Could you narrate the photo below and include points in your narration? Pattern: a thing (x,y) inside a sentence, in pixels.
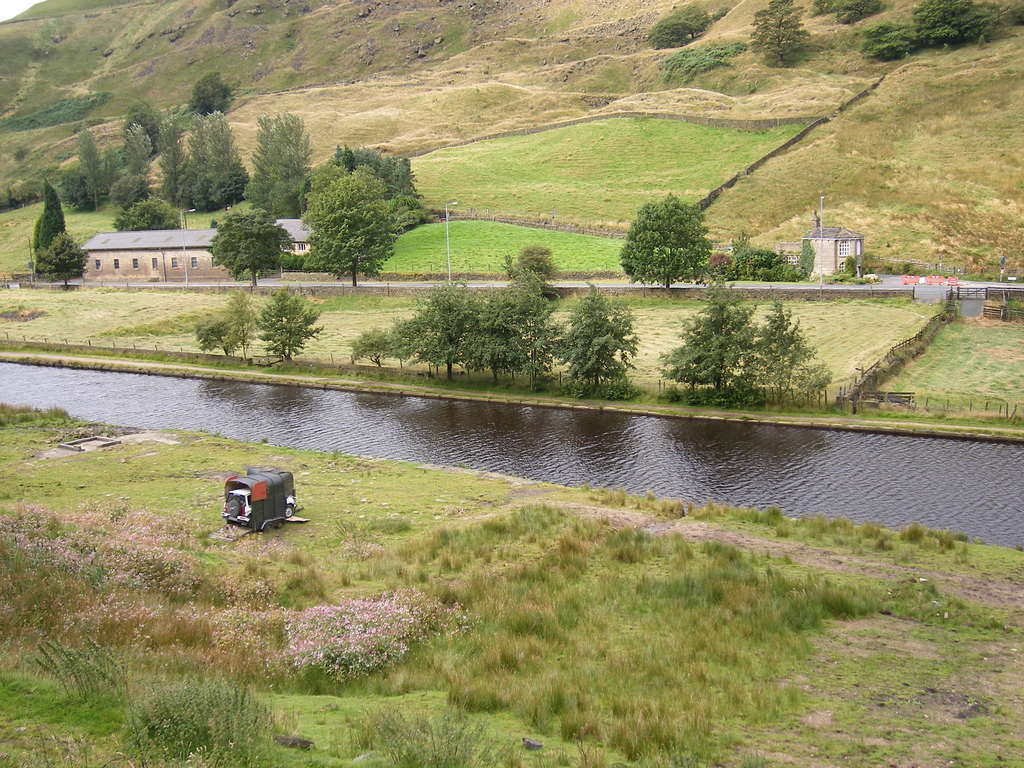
In this image in the center (464,437) there is a canal (801,471), at the bottom (596,619) there is grass (453,667) plants (203,631) and some object (257,478). And in the background (208,256) there are some trees (279,258), buildings (135,250), poles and a walkway (963,302).
